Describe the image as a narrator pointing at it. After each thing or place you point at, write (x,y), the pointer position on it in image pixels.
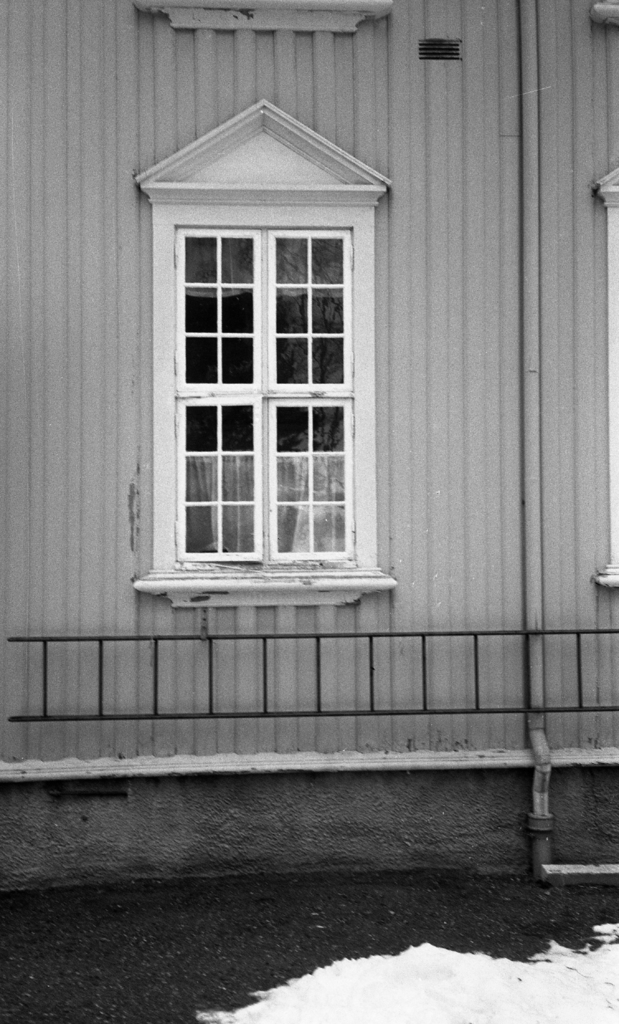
This is a black and white picture, in this image we can see a building (329,483) with a window (324,458) and also we can see a pole (536,414) and the grille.
